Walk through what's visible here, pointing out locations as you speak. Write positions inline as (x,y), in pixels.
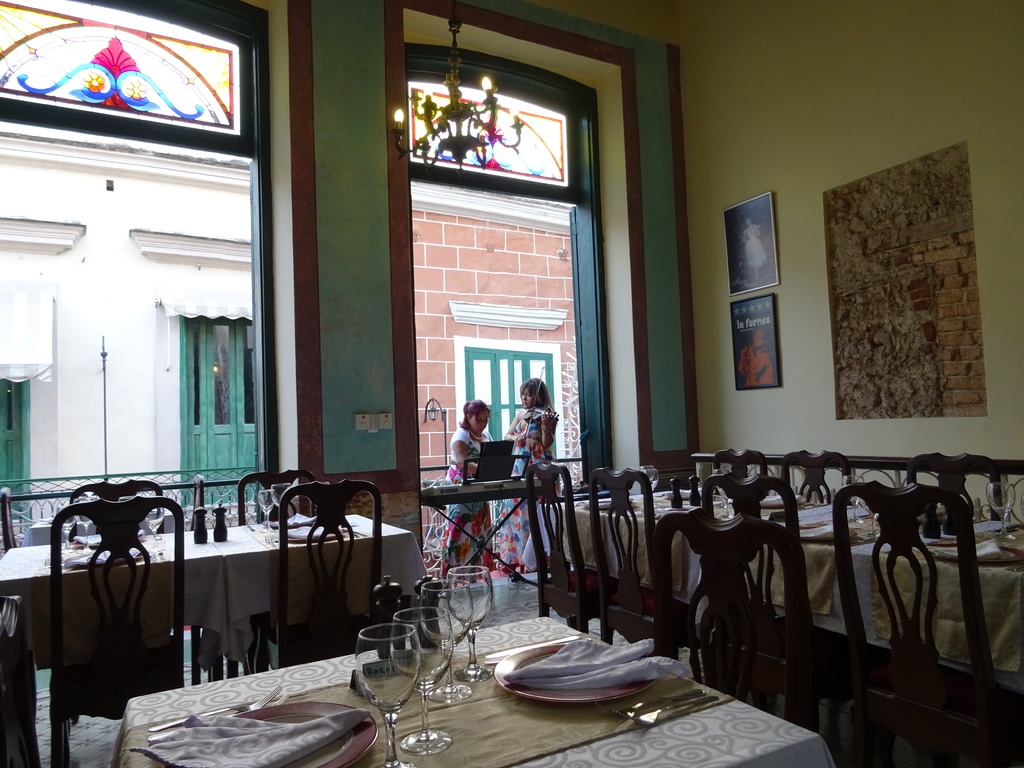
At the bottom of the image (992,730) there are some chairs (5,741) and tables (32,601), on the tables (220,606) there are some glasses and plates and spoons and forks (163,735). Behind the table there is a wall (924,150), on the wall (878,116) there are some frames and there is a door (595,440) and two people (531,440) are standing.
